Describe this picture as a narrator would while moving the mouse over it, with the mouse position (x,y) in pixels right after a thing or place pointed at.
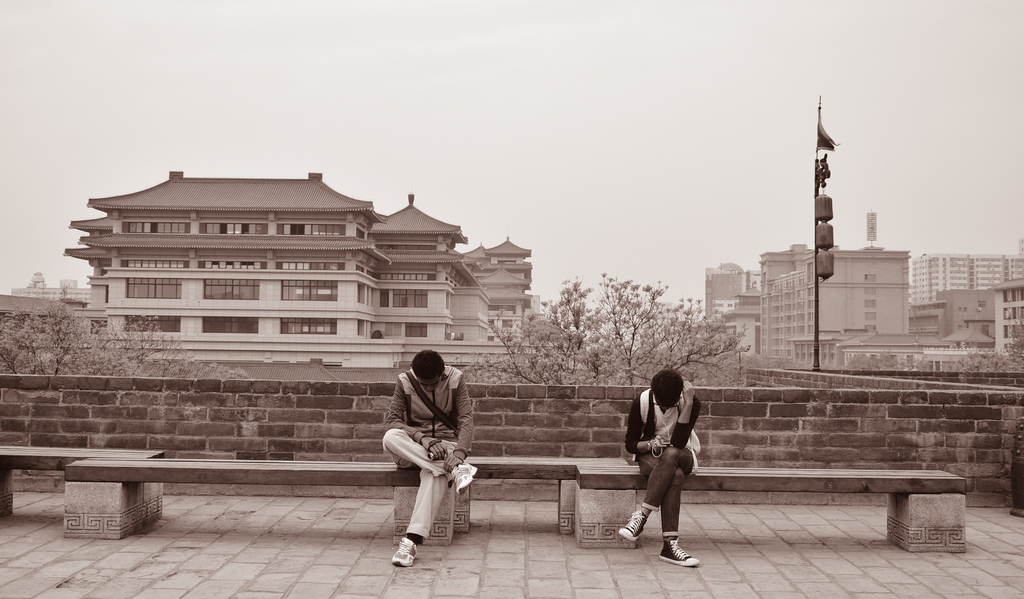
In this image, we can see two people (436,479) are sitting on the bench (167,482). At the bottom (906,569), there is a walkway (314,579). Background (501,440) we can see brick wall (606,433), trees (554,359) poles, buildings (999,328), walls (975,294), windows (208,321), glass objects (334,292), few things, flag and sky (557,111).
